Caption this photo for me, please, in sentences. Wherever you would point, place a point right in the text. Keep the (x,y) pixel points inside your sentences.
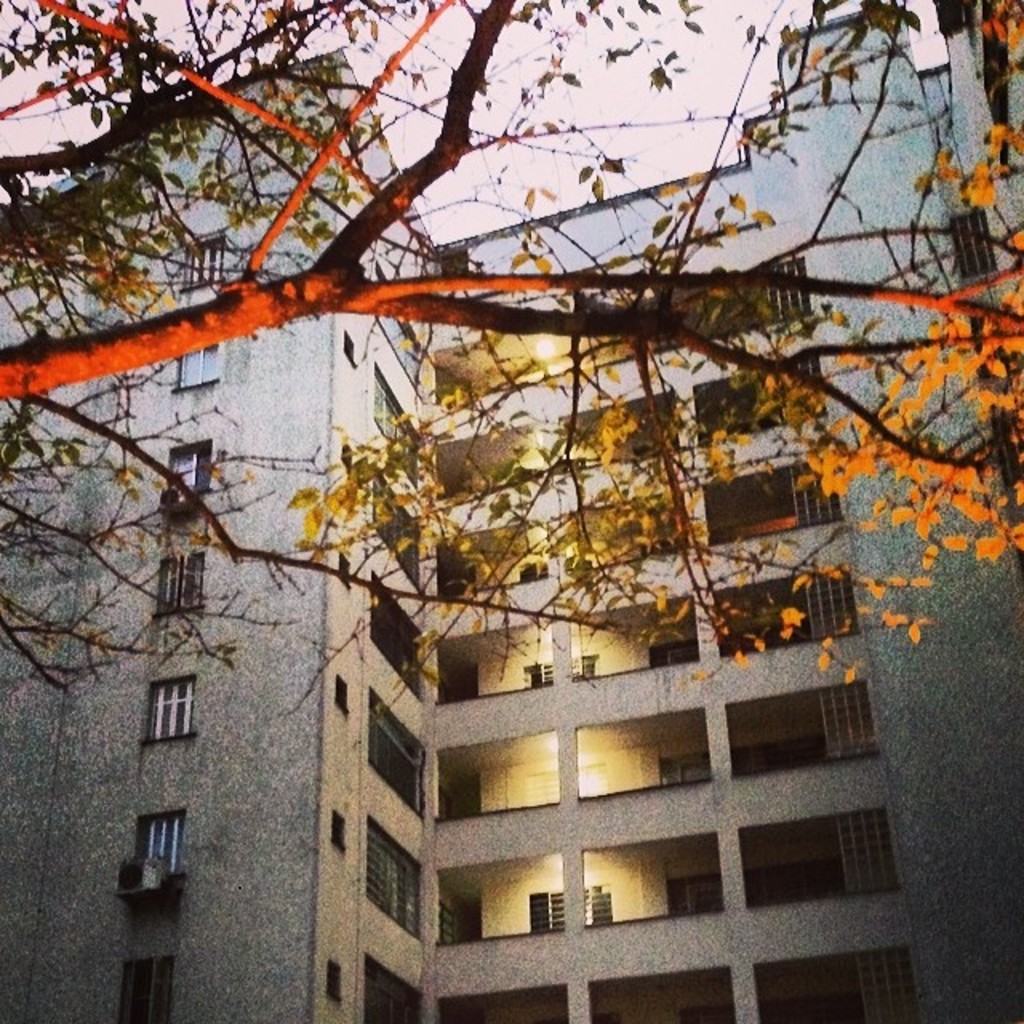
There are branches (131,117) of tree (144,250). In the back (335,794) there is a building (467,815) with pillars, windows (342,826) and lights (582,775). At the top (703,98) there is sky (422,45).
